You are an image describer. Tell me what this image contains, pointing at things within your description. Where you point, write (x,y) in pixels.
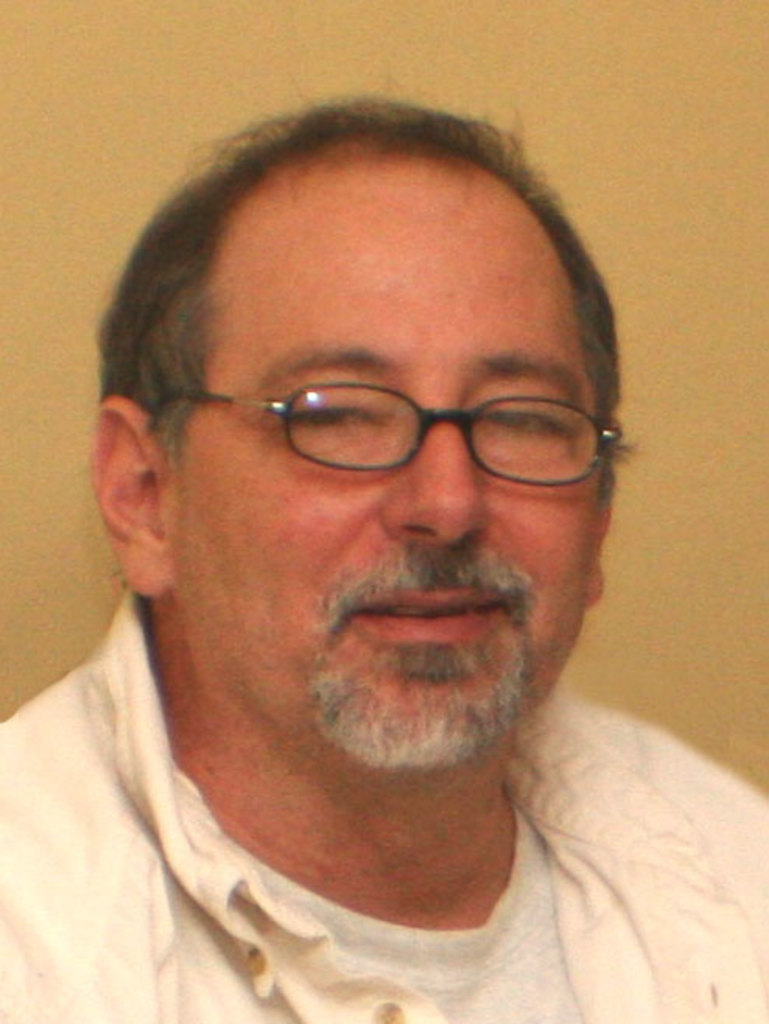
There is a man (217,337) in the picture. This man (305,345) is having a bald head (396,255). He is wearing a spectacles (348,416). And he is having a smile (423,613) in his face (404,610). This man (429,623) is also having a french cut beard style (376,719). This man (410,725) is wearing a shirt (592,917) and a T shirt (472,973) inside the shirt (612,869).
